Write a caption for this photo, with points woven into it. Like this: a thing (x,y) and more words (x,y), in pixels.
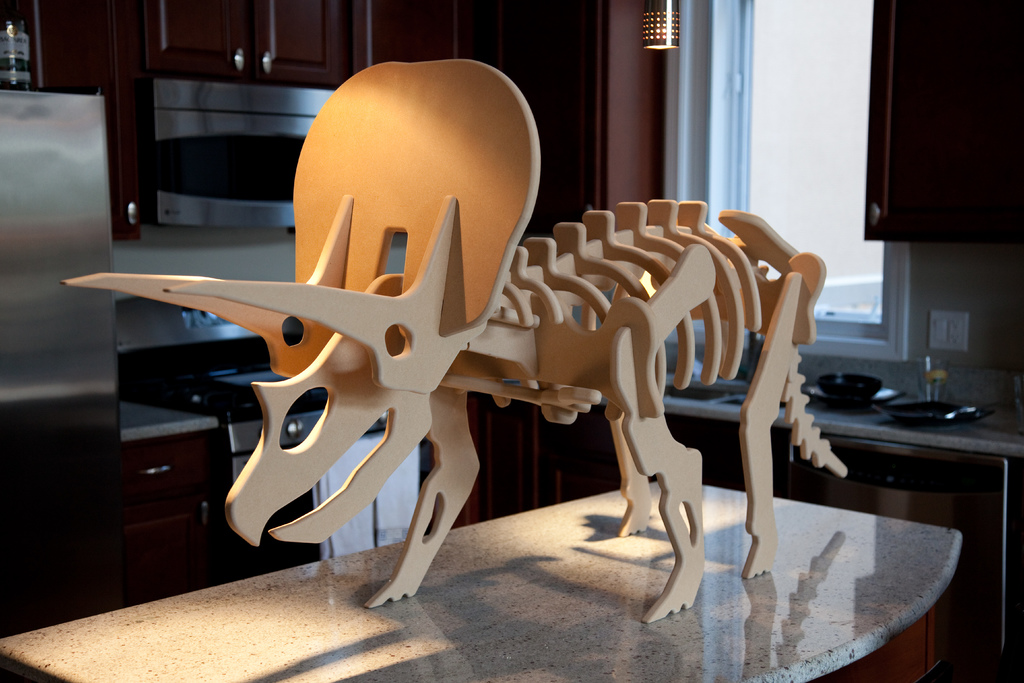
In this image I can see skeleton (457,457), platform (261,644), cupboards (898,188), window (825,176), light (672,42) and objects (18,354).
